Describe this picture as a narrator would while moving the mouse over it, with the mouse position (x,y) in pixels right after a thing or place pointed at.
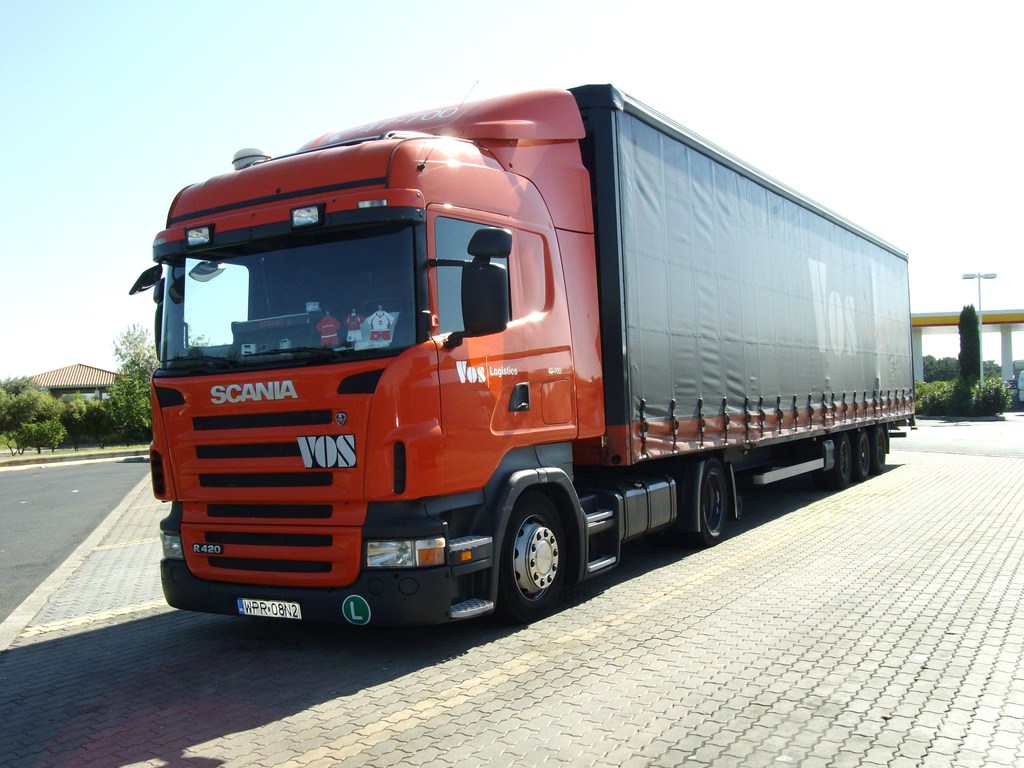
In this picture we can see a vehicle (517,615) on the road (422,635) and in the background (997,140) we can see a house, shed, trees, pole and the sky (1016,103).
